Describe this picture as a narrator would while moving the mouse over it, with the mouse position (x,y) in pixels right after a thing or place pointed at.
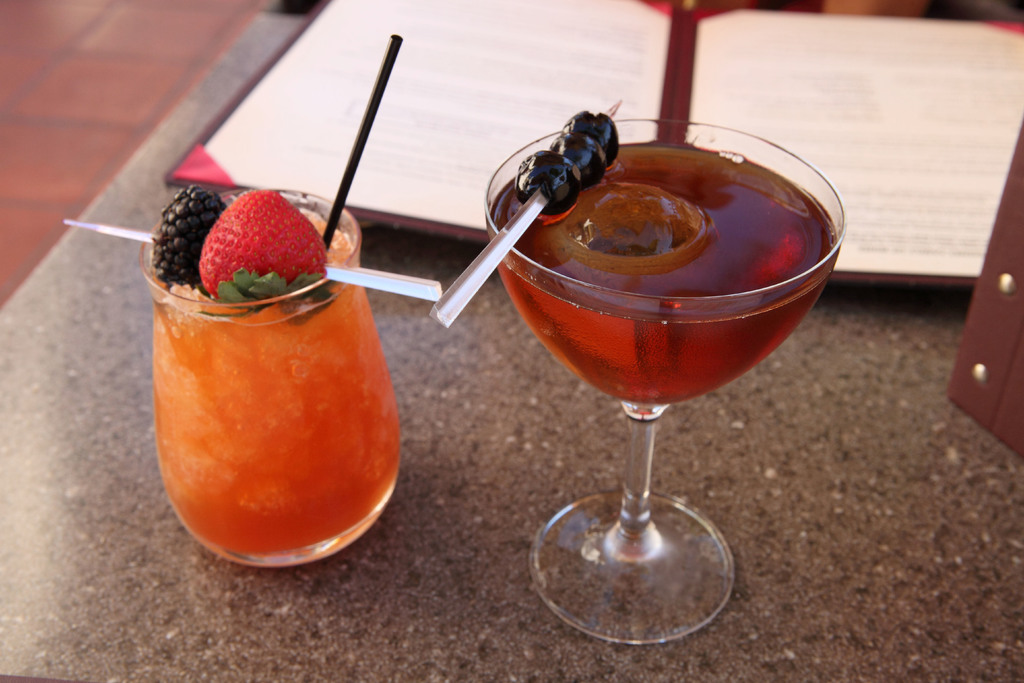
In this image I see 2 glasses (689,195) in which I see the orange color juice (235,315) in this glass (370,383) and I see a stick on which there is a strawberry (253,226) and other fruit (190,192) and I see the straw (335,212) and in this glass (745,146) I see the red color juice (623,178) and on this stick (614,110) I see the black fruit (591,176) I see the menu card (521,5) over here and all these things (634,164) are on a gray color surface (147,678).
